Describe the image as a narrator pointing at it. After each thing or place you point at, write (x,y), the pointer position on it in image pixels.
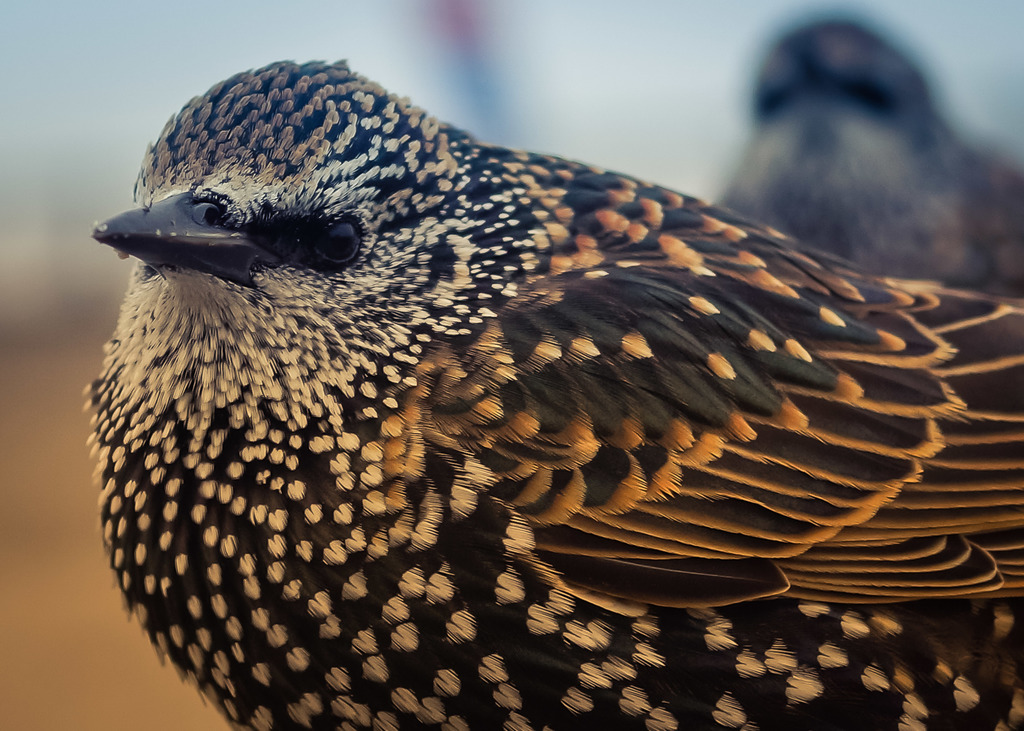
It is a bird (693,480) in black and white color.
